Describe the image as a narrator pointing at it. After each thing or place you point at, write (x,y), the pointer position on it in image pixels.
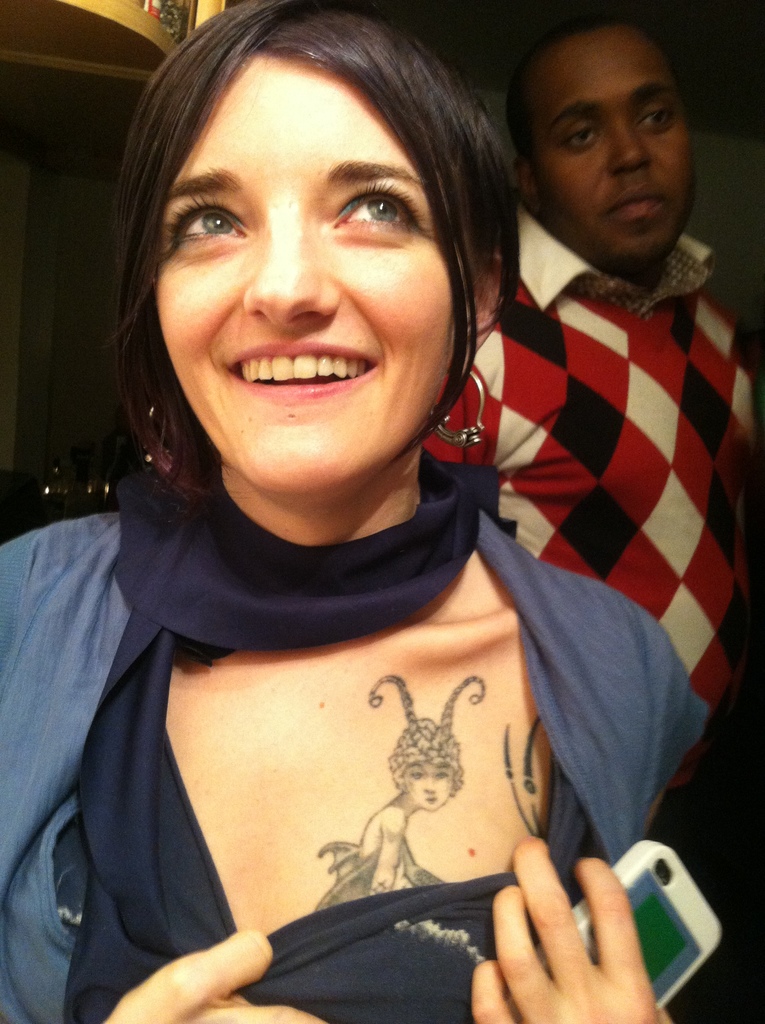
In this image I can see a woman (346,366) is smiling and holding a mobile (667,920) behind this woman (440,501) I can see a man (655,351) is standing.
